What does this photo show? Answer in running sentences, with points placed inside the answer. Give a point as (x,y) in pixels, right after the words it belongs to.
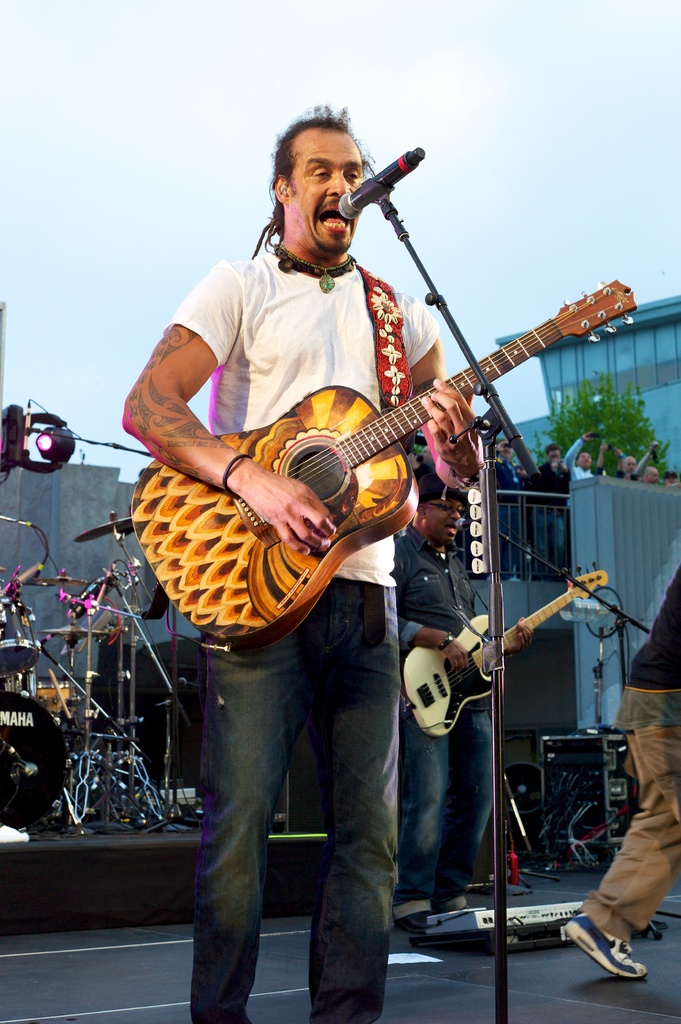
In this image we can see some people (552,482) standing on the ground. Two men (446,649) are holding guitars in their hands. In the foreground of the image (549,941) we can see microphone (395,171) placed on a stand (503,962), a device (520,907) placed on the ground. On the left side of the image (99,796) we can see some musical instruments (149,813) and a light (27,458). On the right side of the image (577,820) we can see some cables (590,816), barricade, tree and a building (629,554). At the top of the image (467,171) we can see the sky (418,11).
